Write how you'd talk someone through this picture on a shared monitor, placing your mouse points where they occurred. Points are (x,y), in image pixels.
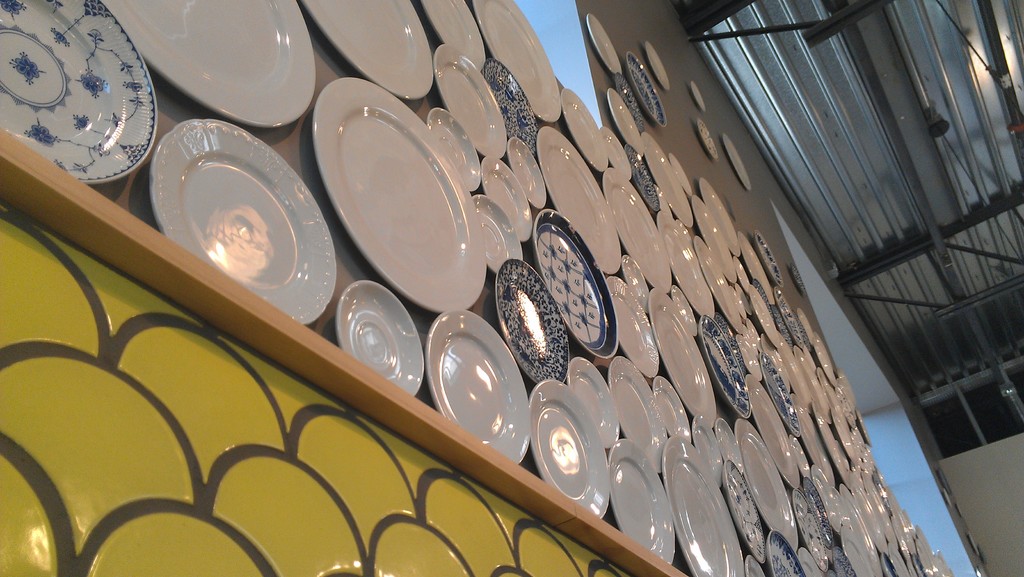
In this image I can see number of white and blue colour plates (573,176) on the wall (602,19).
